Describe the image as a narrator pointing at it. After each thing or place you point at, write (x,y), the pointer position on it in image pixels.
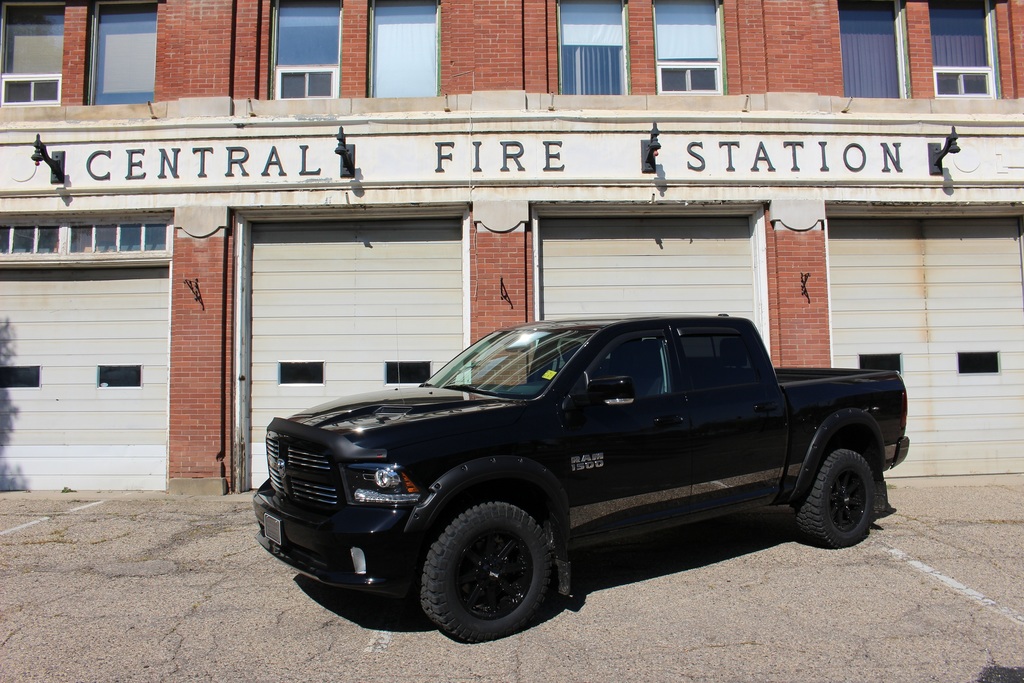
In the middle of the image (541,360) we can see a car (527,387), behind the car (416,518) we can find a building (471,150) and some text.
